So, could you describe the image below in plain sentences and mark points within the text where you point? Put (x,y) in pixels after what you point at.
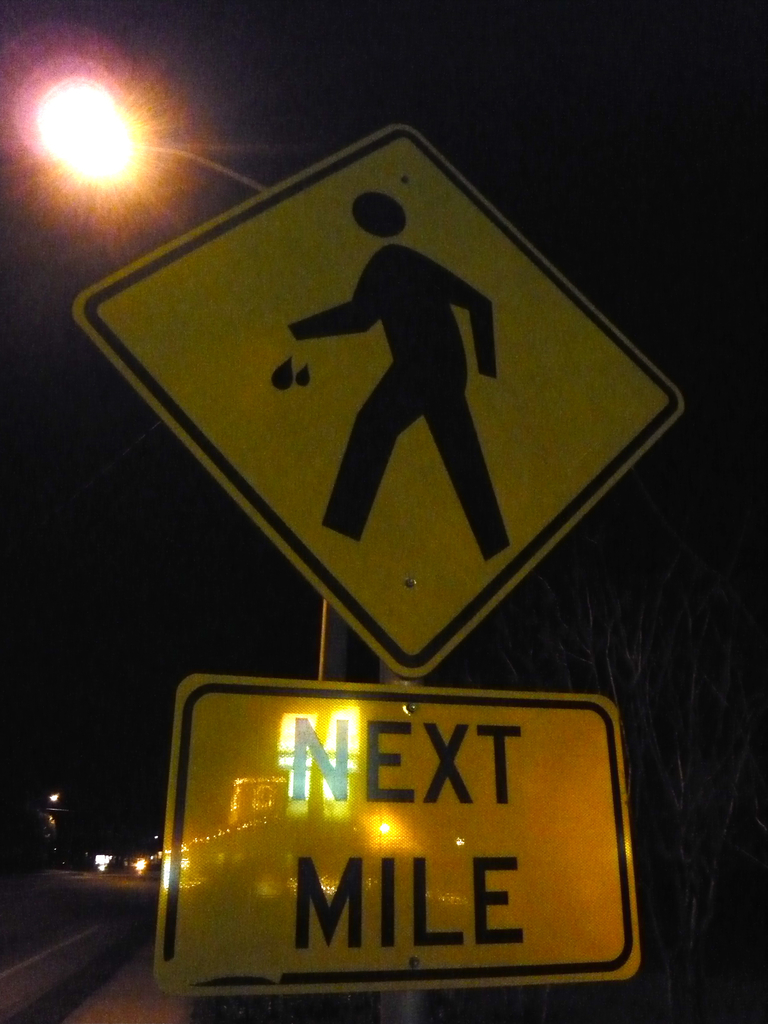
This picture describe about the yellow color caution board (404,705) on which "Next mile" is written.
